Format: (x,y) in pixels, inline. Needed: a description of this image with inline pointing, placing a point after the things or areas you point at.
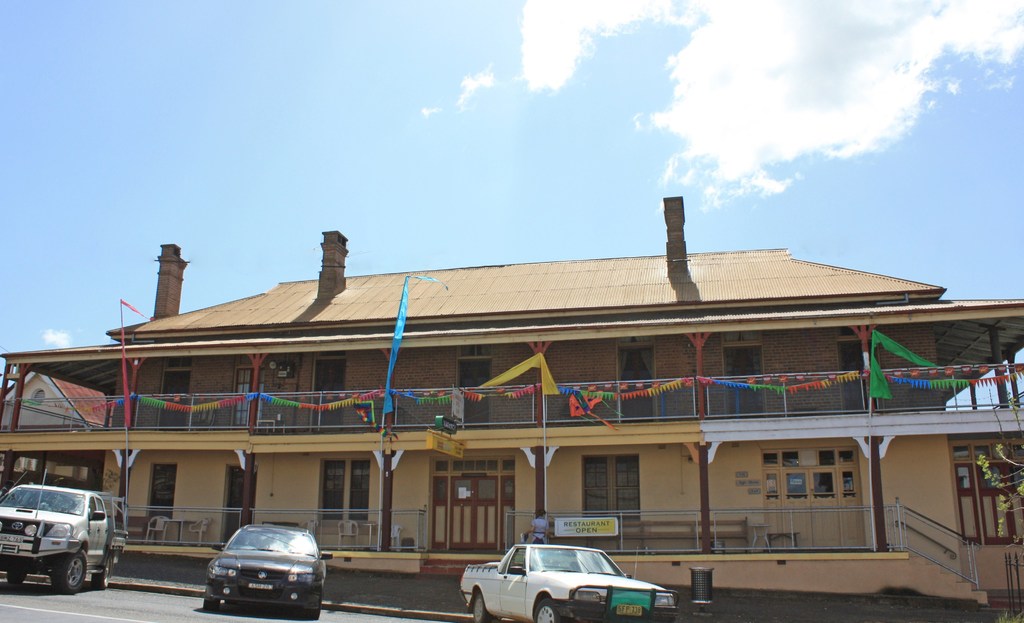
In this image we can see the roof houses (206,373). We can also see the flags (327,407), railing (765,402), chairs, board (598,528) and also a trash bin (695,595) on the road (828,598). We can also see the vehicles (555,581), stairs (948,580) and also a tree (1012,404) on the right (1016,421). In the background (347,84) we can see the sky (855,210) with some clouds (595,38).
